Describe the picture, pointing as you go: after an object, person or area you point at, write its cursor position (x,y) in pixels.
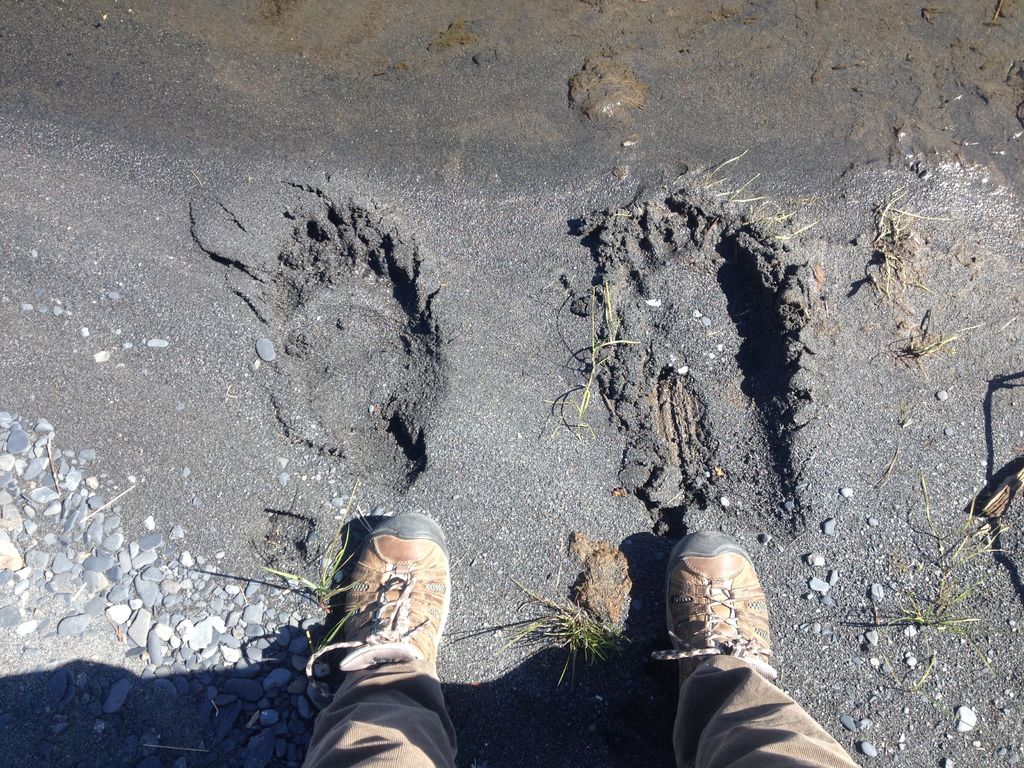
At the bottom of the picture (412,694), we see the grass (607,631) and the legs (428,676) of the person (755,714) who is wearing a brown pant (784,718) and the brown shoes (403,660). In the left bottom (226,625), we see the stones (159,664). In the background (474,301), we see the grass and the soil (606,245) in black color.
